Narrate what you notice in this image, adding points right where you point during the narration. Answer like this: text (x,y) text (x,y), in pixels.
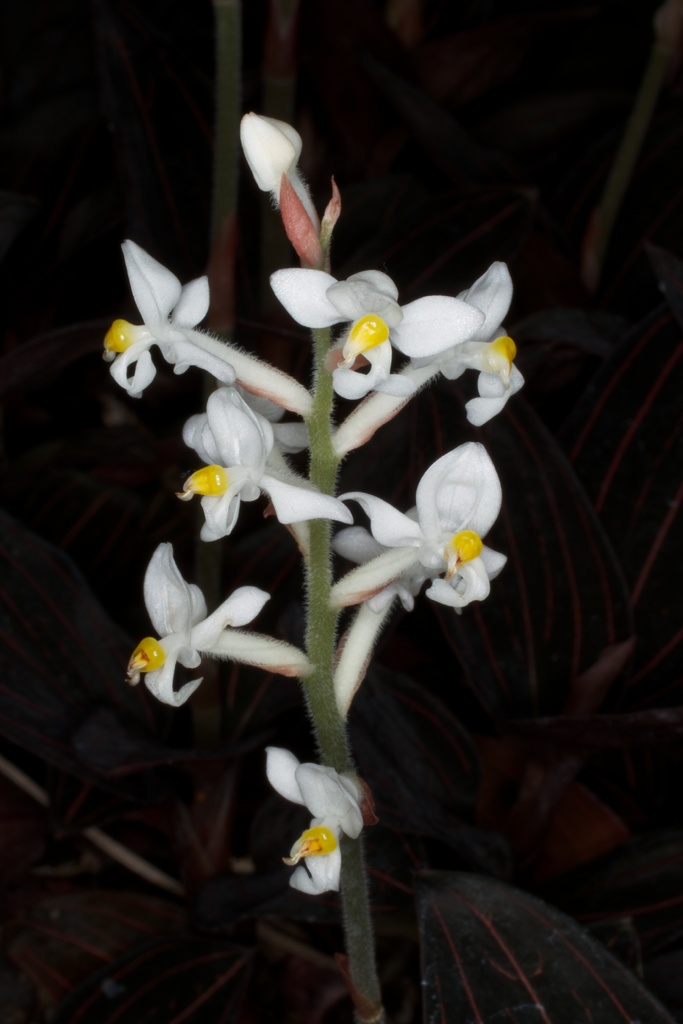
In this image we can see a plant (280,445) with flowers (252,435).
